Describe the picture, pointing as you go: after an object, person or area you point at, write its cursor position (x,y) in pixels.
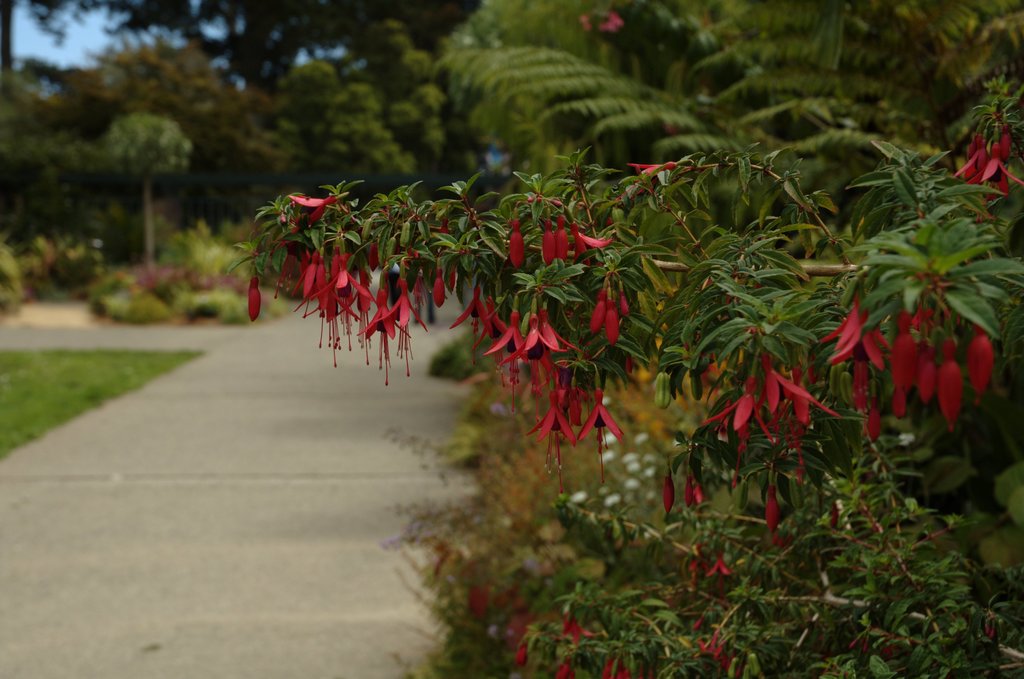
Front of the image we can see plants (734,544) with flowers (561,239). Background (65,383) it is blur. We can see grass (68,365), plants (215,269), trees (203,94) and sky (56,43).
